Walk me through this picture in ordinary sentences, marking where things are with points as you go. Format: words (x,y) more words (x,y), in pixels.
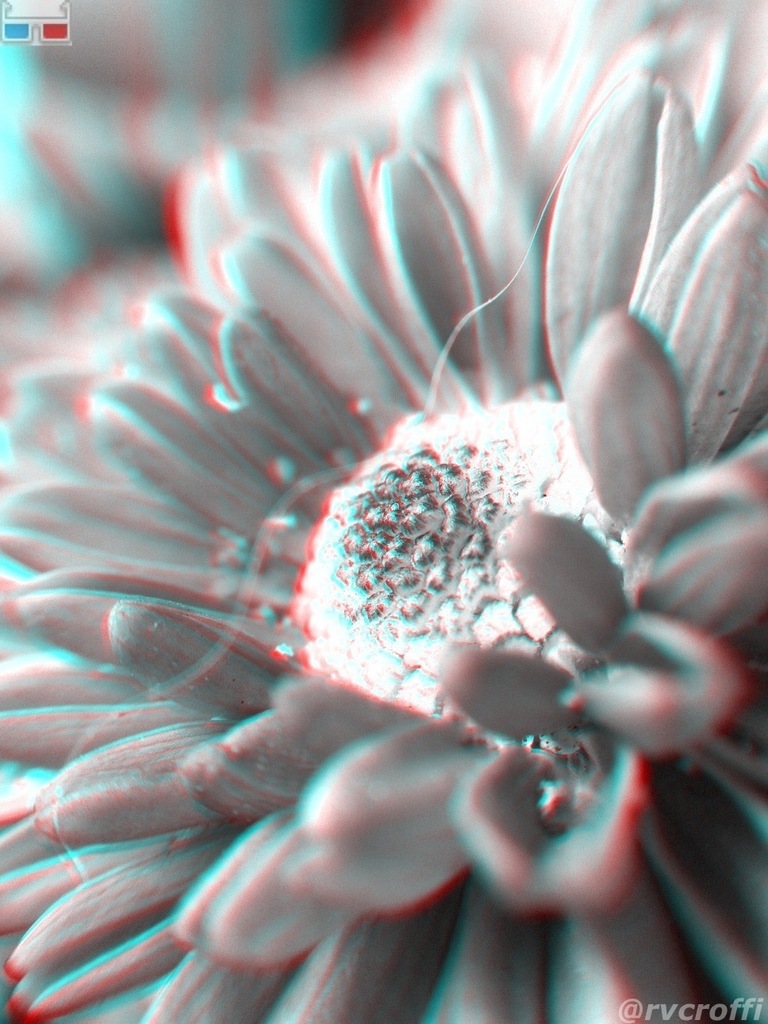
This is an edited picture. In this picture we can see a flower (407,808).
